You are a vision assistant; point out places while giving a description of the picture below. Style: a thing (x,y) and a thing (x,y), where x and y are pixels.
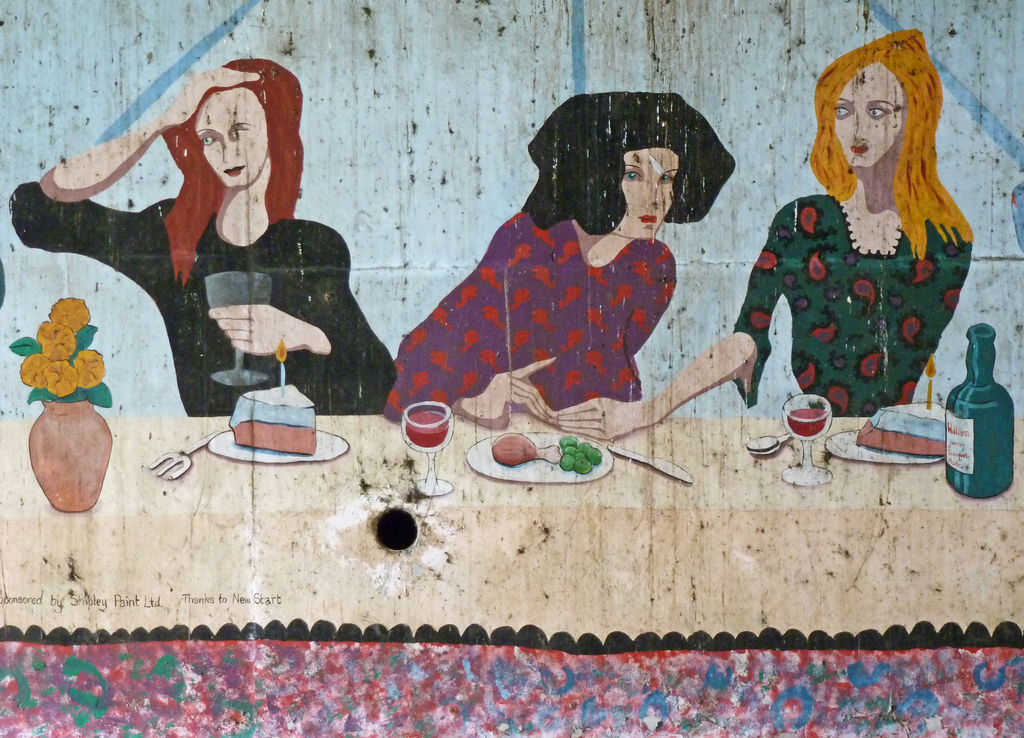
This is a painting and here we can see people (462,308) standing and one of them is holding a glass (238,341) and here we can see a flower vase (109,454), plate (528,468), glass (434,453) with liquid (418,433) and food items (514,457) are on the table (489,592).
